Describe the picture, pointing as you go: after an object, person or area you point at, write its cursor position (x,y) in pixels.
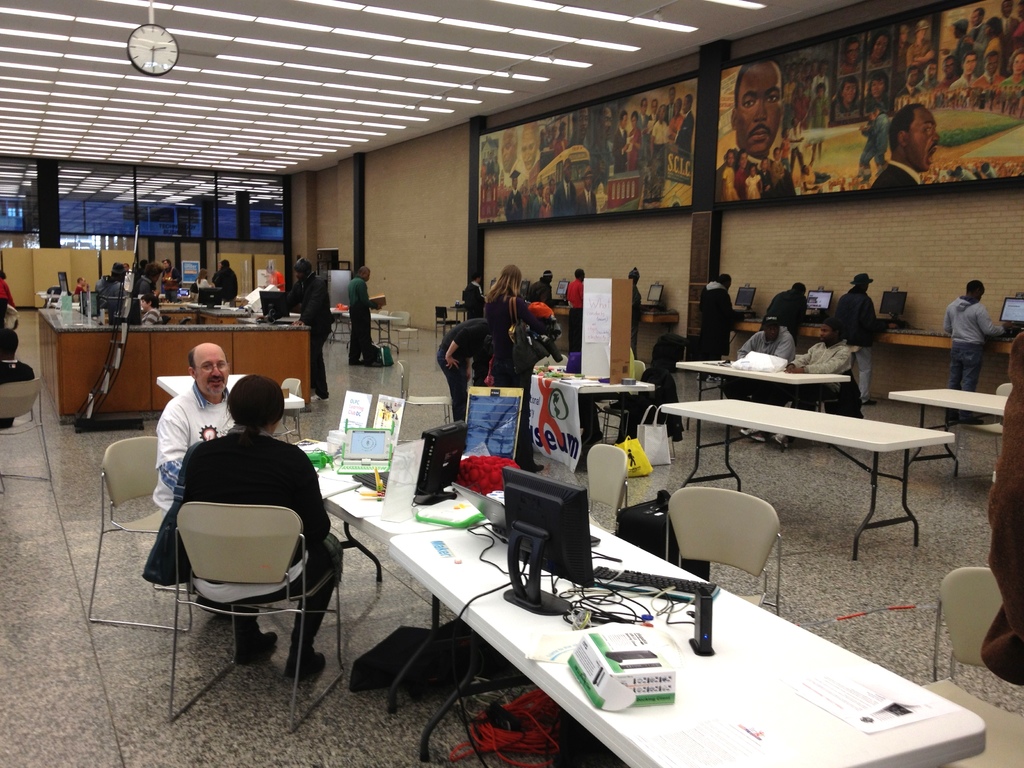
In this image I can see number of people (966,361) where few are sitting on chairs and few are standing. I can also see tables (710,365) and on these tables (660,625) I can see monitors (738,298), keyboards (658,578) and few boxes (615,632). I can also see few paintings (790,189) on this wall (567,222) and here I can see a clock (142,71).
